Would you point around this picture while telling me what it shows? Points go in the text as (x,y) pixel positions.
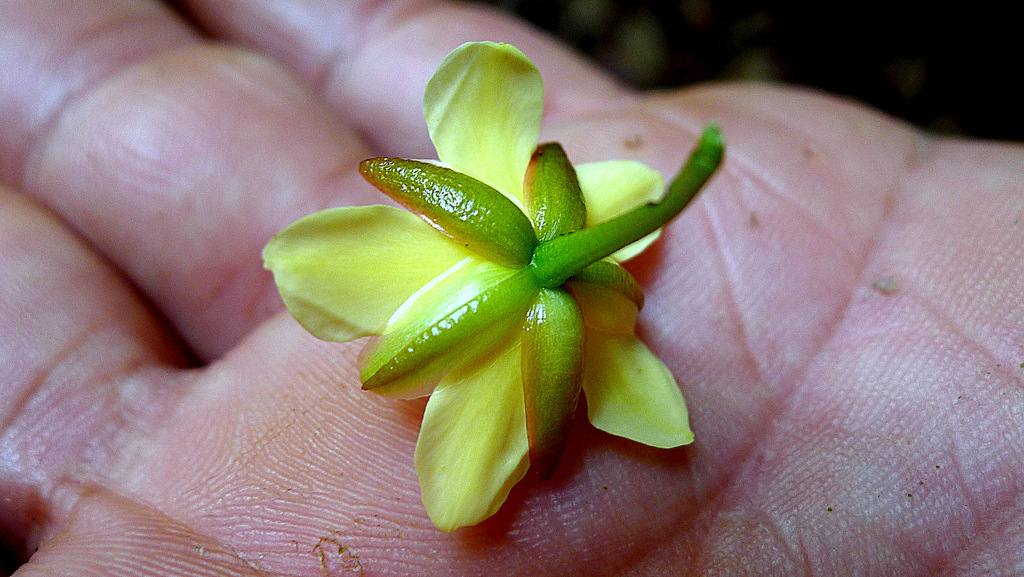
The picture consists of a flower (515,304) on a person's hand (932,392). At the top (968,46) it is blurred.
